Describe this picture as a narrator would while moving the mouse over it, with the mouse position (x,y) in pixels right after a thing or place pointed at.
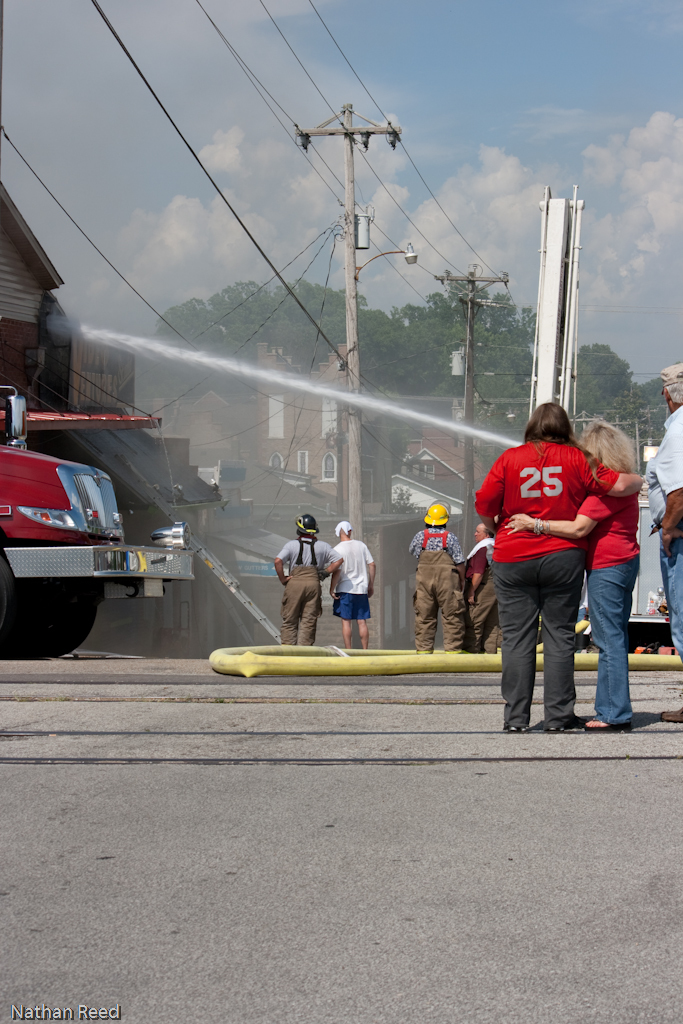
In this image I can see group of people (561,552) standing. In front (564,489) I can see the person (551,486) and the person (528,507) is wearing red and gray color dress (533,478) and I can see a vehicle (42,583) in red color. Background (419,497) I can see few electric poles (351,280), buildings (218,402) in brown and cream color, trees (377,376) in green color and the sky (377,195) is in blue and white color.
